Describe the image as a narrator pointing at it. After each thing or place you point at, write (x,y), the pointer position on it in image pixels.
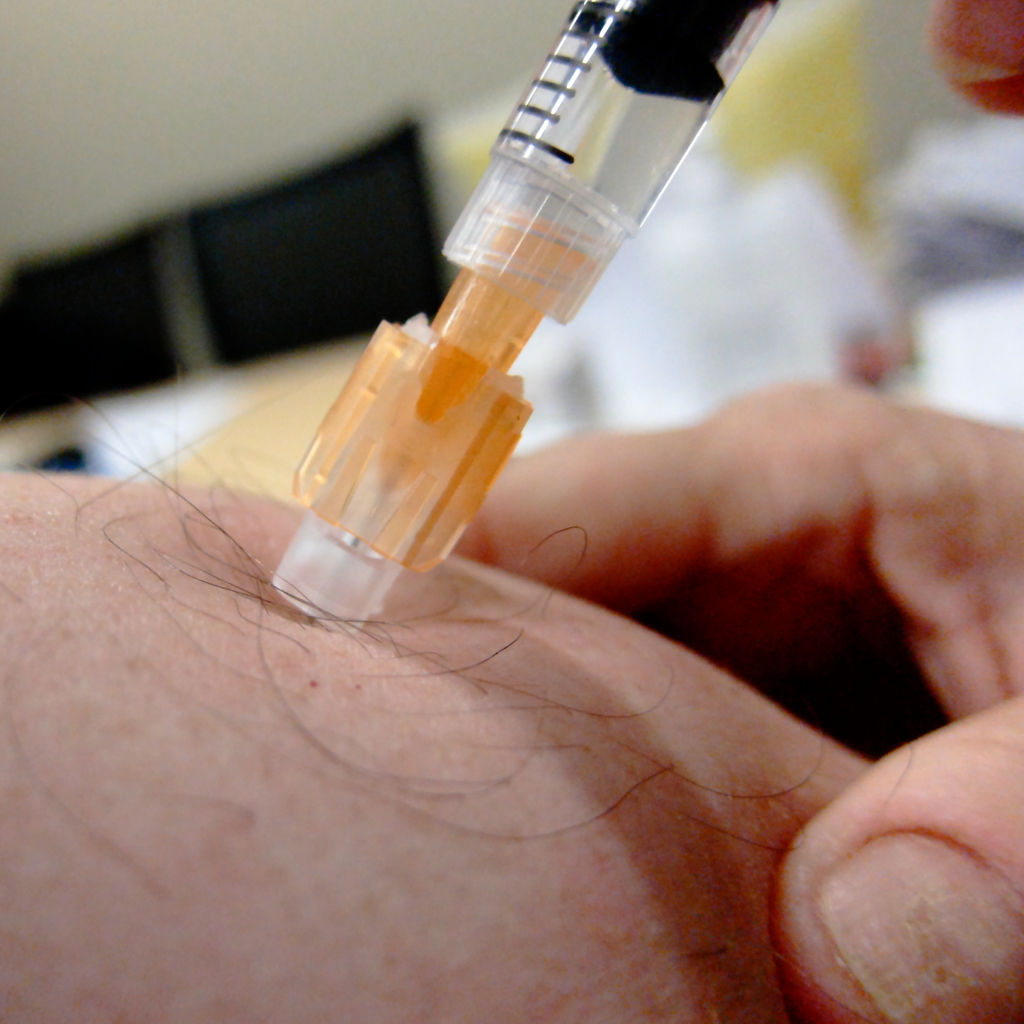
In this picture we can see an injection (394,480) here, there is a person's hand (931,569), we can see a blurry background (917,220).
